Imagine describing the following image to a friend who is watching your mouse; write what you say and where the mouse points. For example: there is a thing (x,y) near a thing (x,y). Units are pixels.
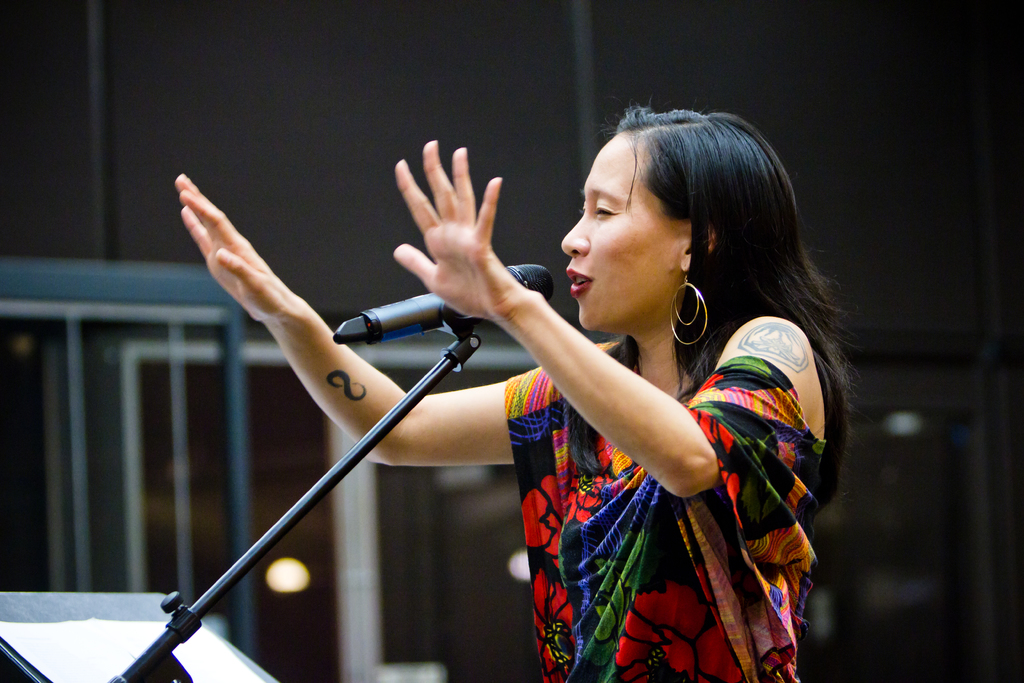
In the image there is a lady (632,376) with colorful dress (740,497) talking on mic (448,309), she had tattoos (337,381) on her hands (332,363), behind her it seems to be a building (240,432).
